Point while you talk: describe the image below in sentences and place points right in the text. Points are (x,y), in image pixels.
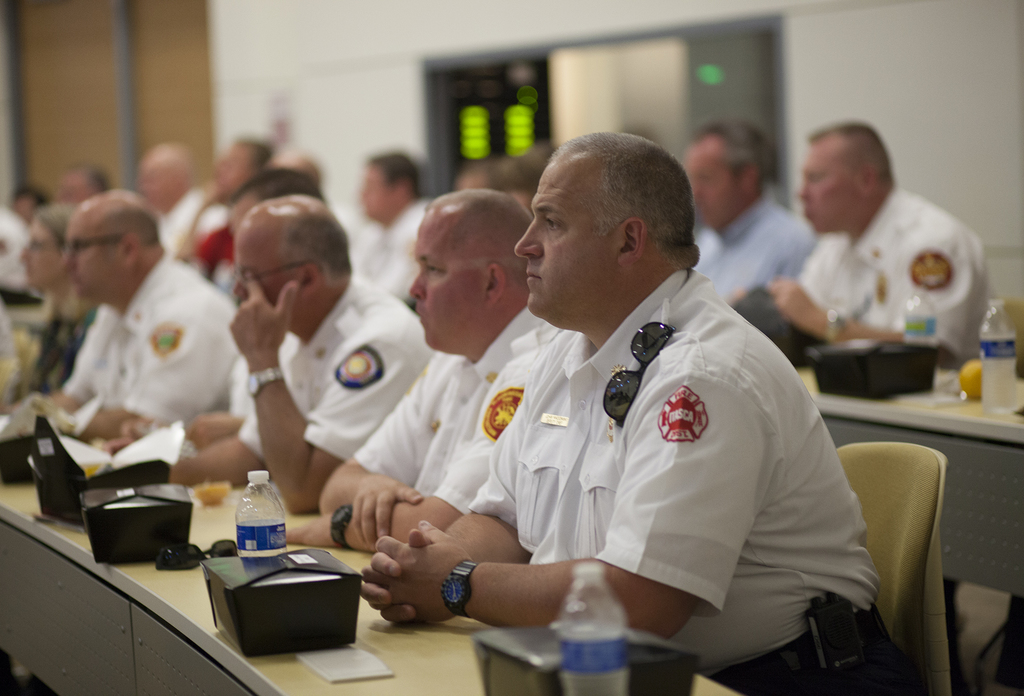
In this picture I can see few people (449,436) seated and I can see few water bottles (576,665), papers (20,406) and few boxes (241,598) on the tables (39,593) and looks like a door (643,84) in the back (630,99).
